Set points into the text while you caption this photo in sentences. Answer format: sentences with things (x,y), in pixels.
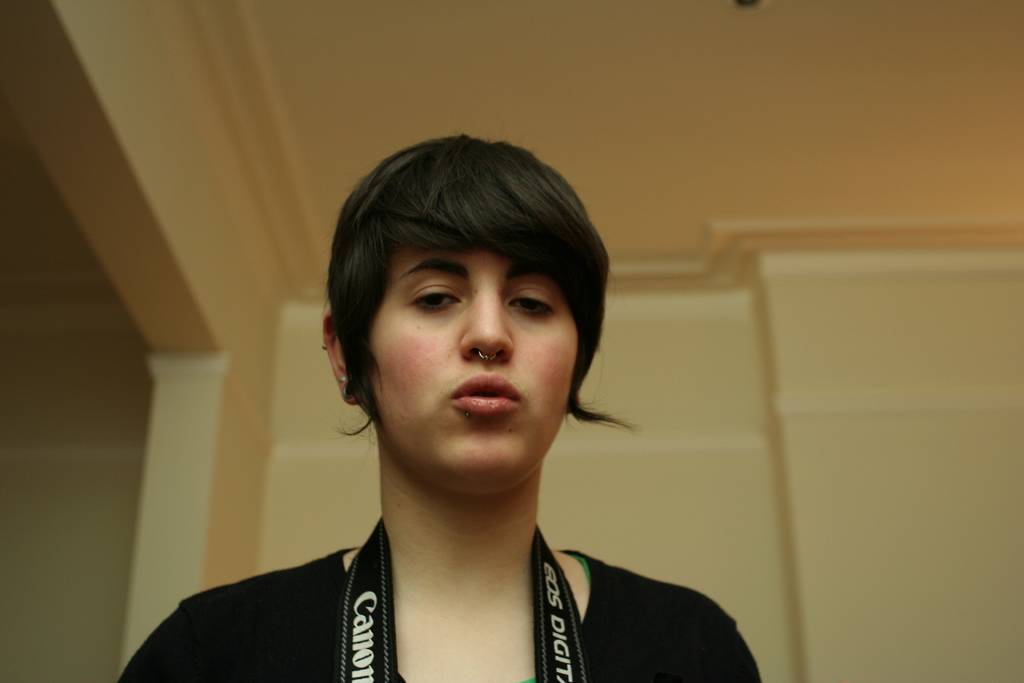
In the foreground of the picture (322,563) there is a woman (487,653), she is wearing a belt like object (552,612) in her neck (399,613). In the background (221,362) it is wall (927,403). At the top (520,71) it is ceiling (665,93).
